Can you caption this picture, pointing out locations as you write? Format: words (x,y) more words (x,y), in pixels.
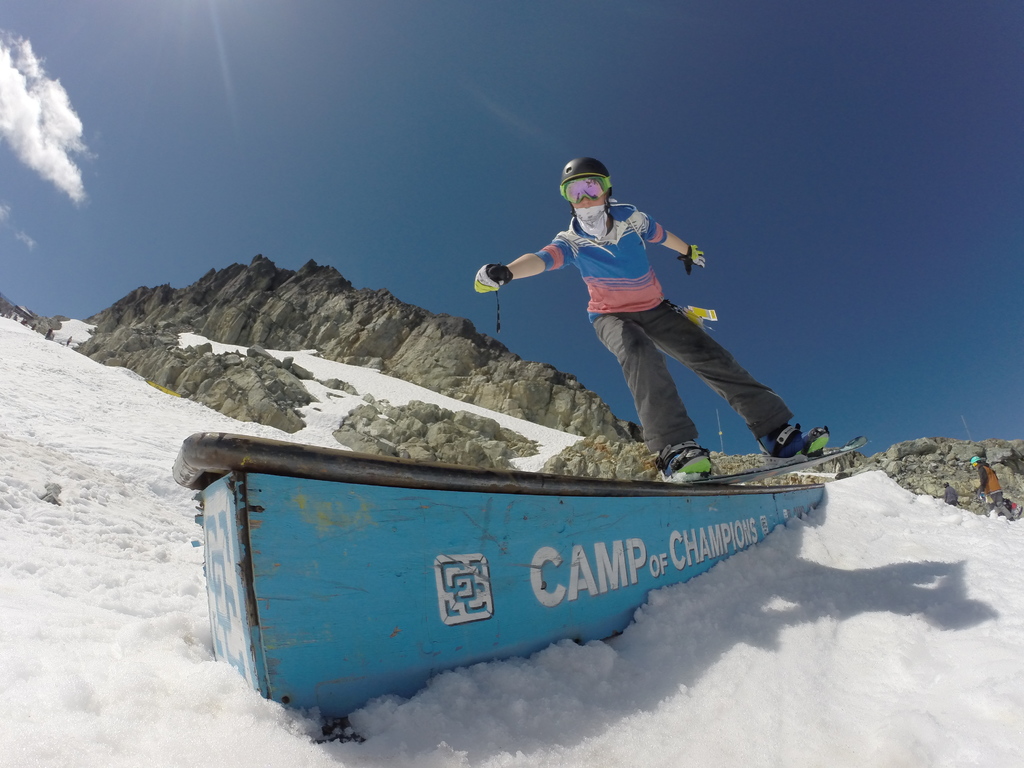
In this image I can see some snow (125,621) on the ground (96,540) which is white in color and on it I can see a blue and black colored object (406,559). On the object (549,515) I can see a person (660,410) wearing dress (674,330), gloves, helmet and ski board (749,474) is skiing. In the background (464,371) I can see few huge rocks (436,363) which are cream and black in color, few persons (945,497) standing and the sky (931,350).
